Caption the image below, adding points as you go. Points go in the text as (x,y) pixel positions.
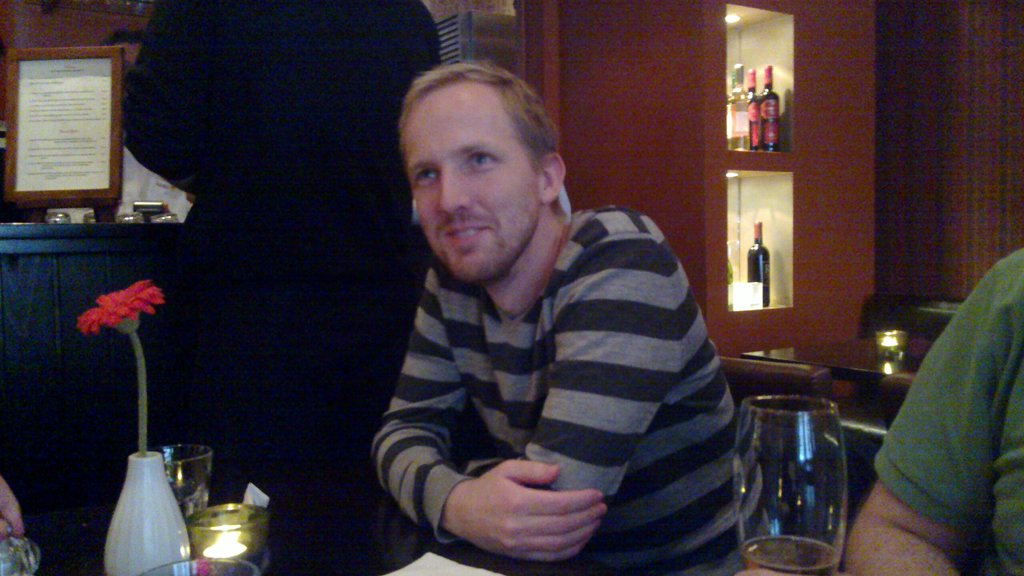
In this picture there is a man (530,238) sitting, beside him there is a person (274,75) standing and we can see glasses (199,570), flower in a vase (150,502), frame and objects (441,572) on the tables (292,572). On the right side of the image (866,559) we can see a hand (898,533) of a person (891,517) holding a glass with drink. In the background of the image (911,334) we can see an object (884,356) on the table (856,370), sofa (916,318), chairs (794,376) and bottles (761,270) in shelves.
